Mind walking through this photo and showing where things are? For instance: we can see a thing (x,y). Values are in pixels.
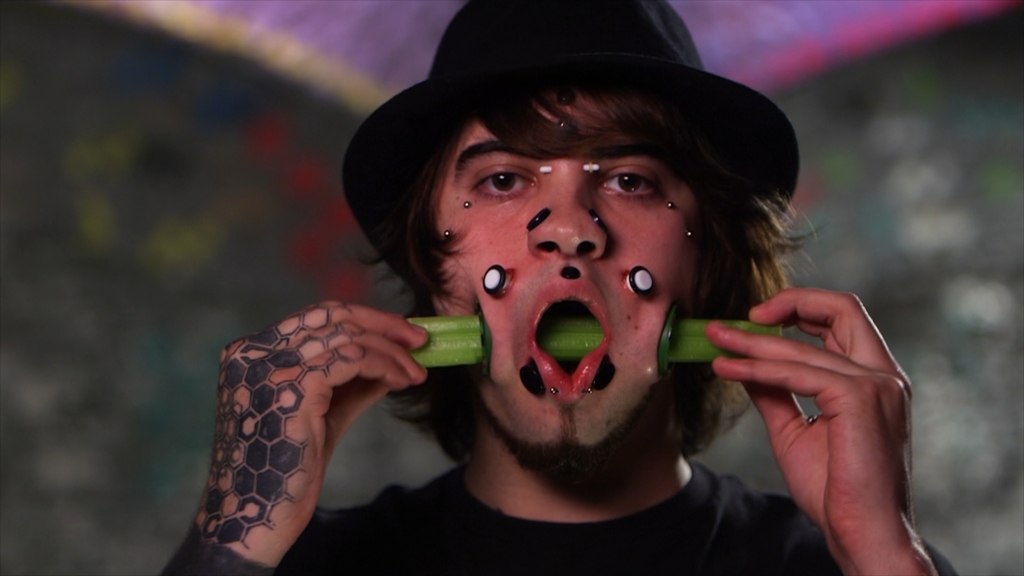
This image consists of a man (673,373). He is wearing hat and black shirt (510,534). He is doing something.
